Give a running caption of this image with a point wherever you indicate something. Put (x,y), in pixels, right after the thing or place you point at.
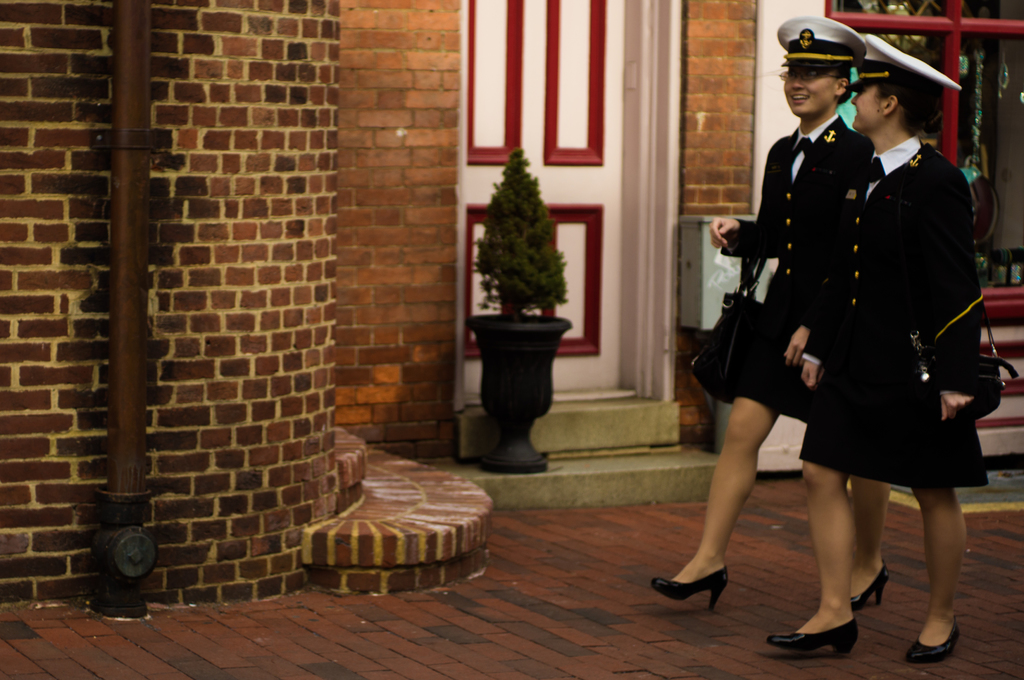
In this image I can see the ground (562,658), two persons (856,383) wearing black and white colored dresses (858,267) are walking on the ground (899,493), a flower pot (521,358) with a plant (536,298) in it, a building (268,136) which is made up of bricks (283,155), a pipe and a door (587,187) which is red and white in color.
